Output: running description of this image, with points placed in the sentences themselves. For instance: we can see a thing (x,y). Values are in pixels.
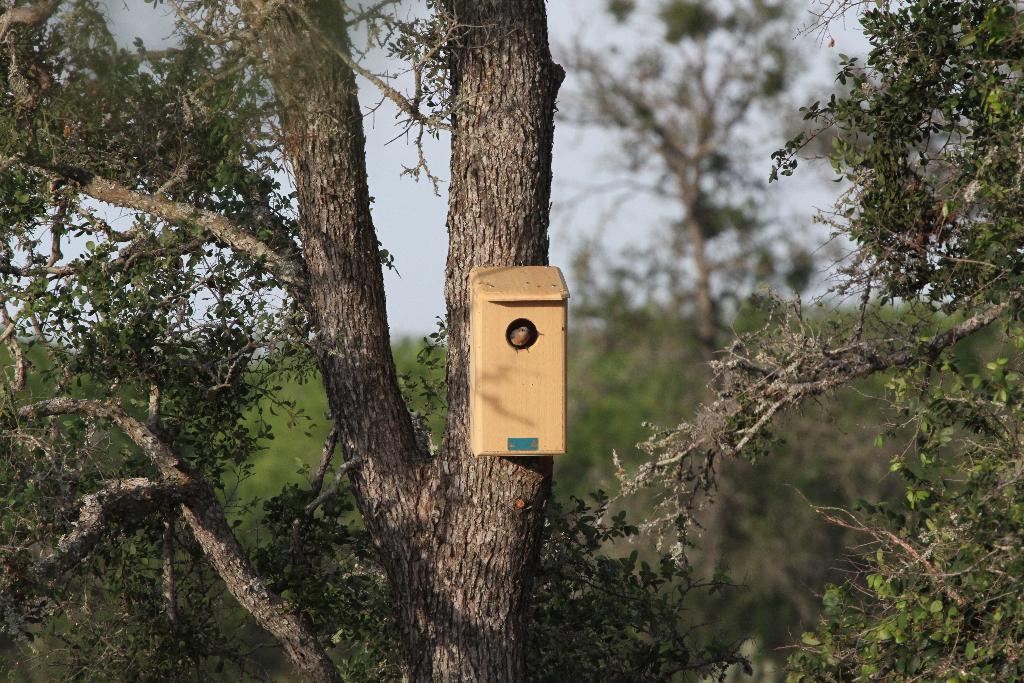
In the image there is a tree (335,489) and there is a box (519,317) attached to the tree trunk (423,459), inside the box (498,340) there is a bird (513,334).
